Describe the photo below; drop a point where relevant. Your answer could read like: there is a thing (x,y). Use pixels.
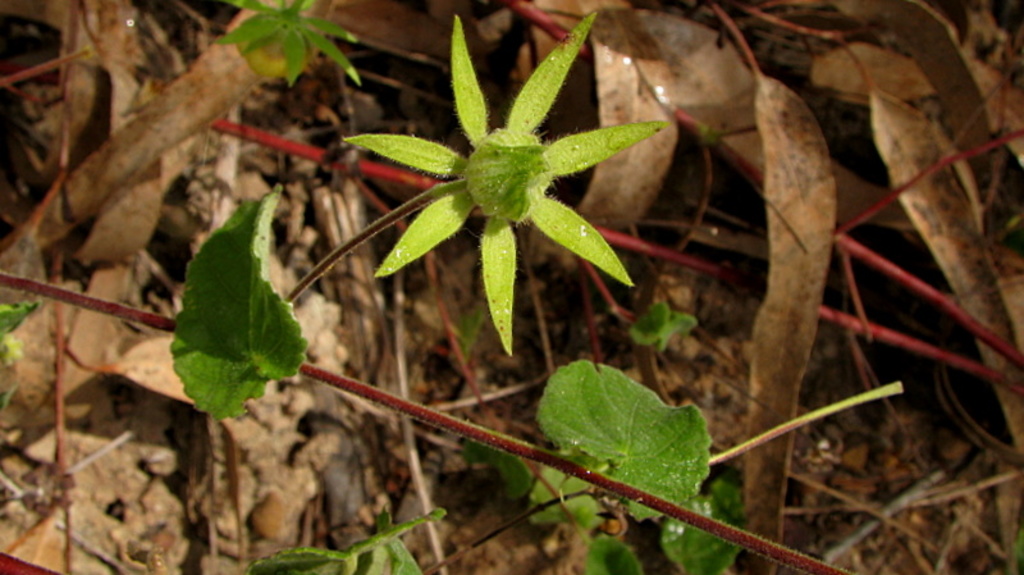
In this picture there are few green leaves (683,485) and there are few dried leaves (773,118) in the right corner (838,66).
